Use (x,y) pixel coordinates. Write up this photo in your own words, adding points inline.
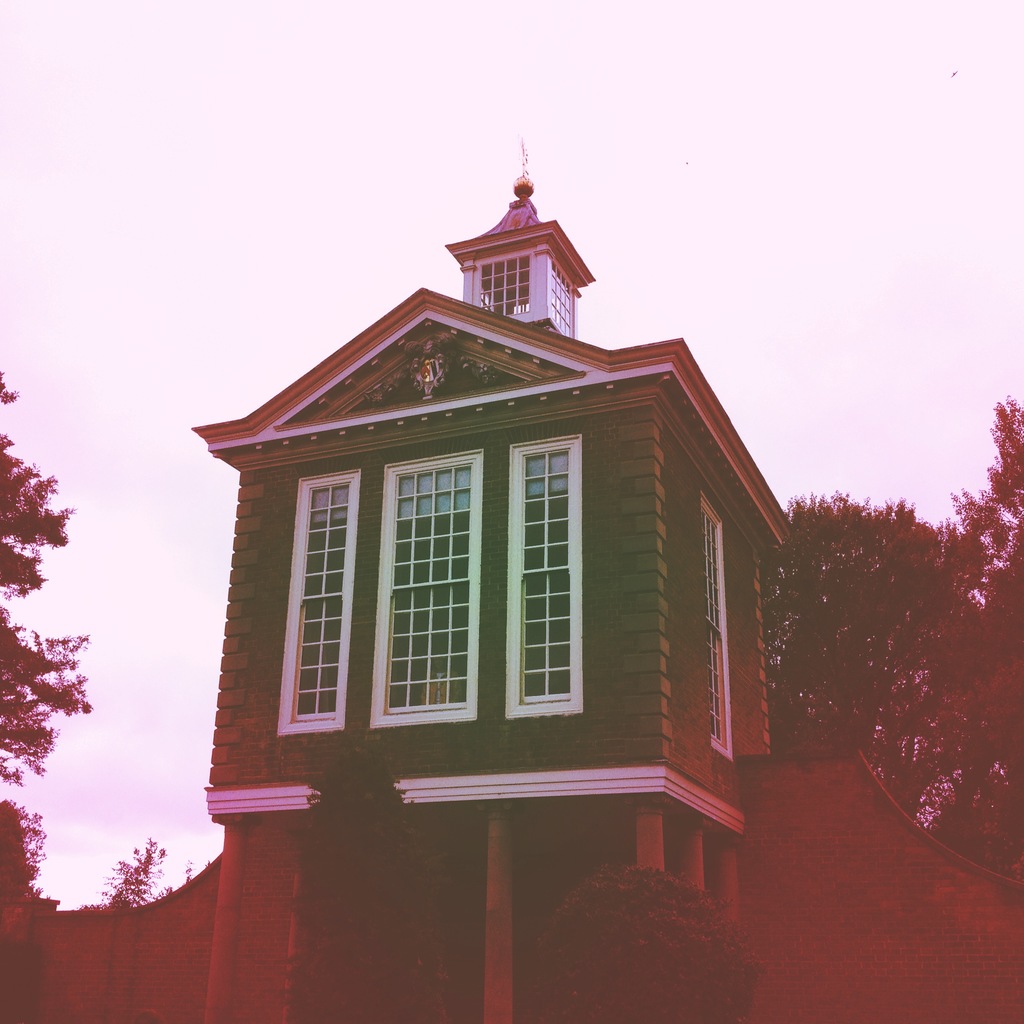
In this image I can see a building (596,718). At the back (860,914) there is a wall (882,849). On the right (929,698) and left sides of the image I can see the trees (806,736). At the top of the image (815,203) I can see the sky (853,121).
